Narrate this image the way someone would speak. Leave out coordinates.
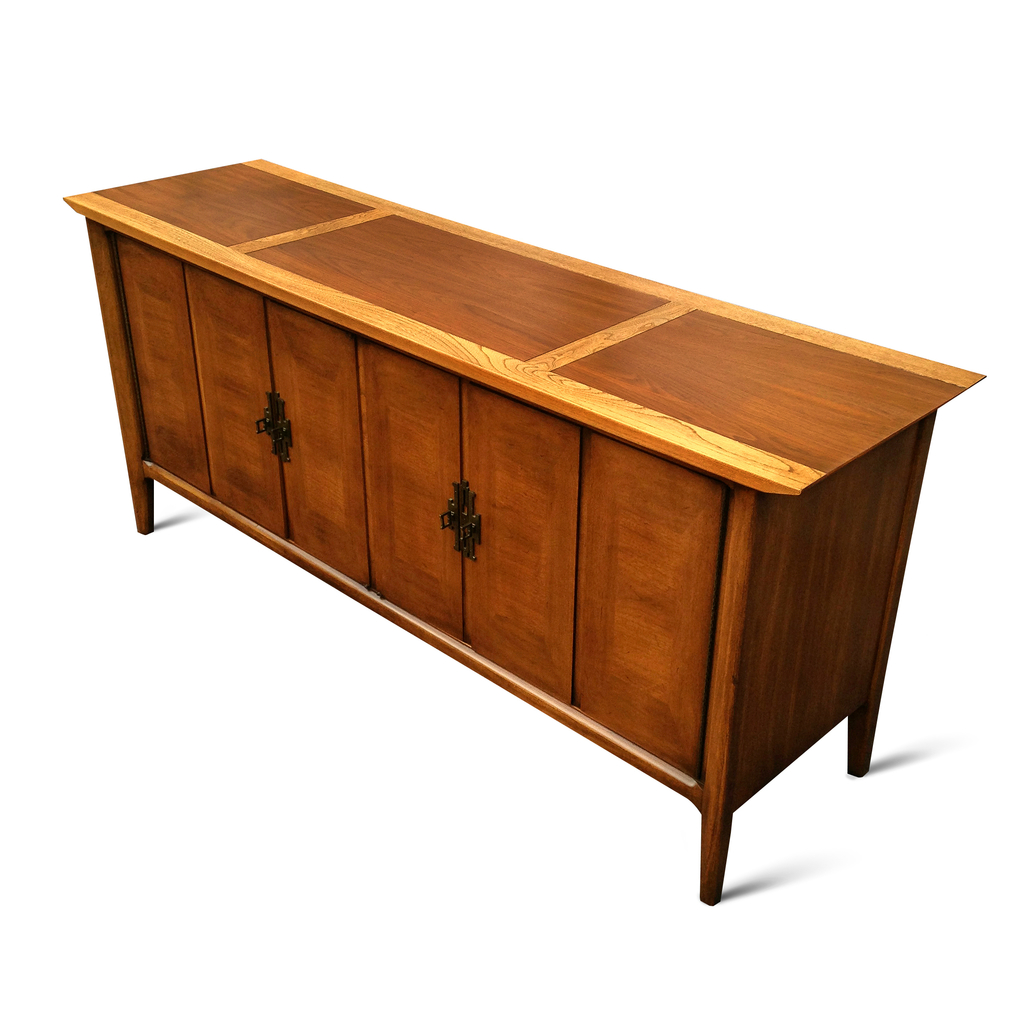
In this Image I see table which is of brown in color.
